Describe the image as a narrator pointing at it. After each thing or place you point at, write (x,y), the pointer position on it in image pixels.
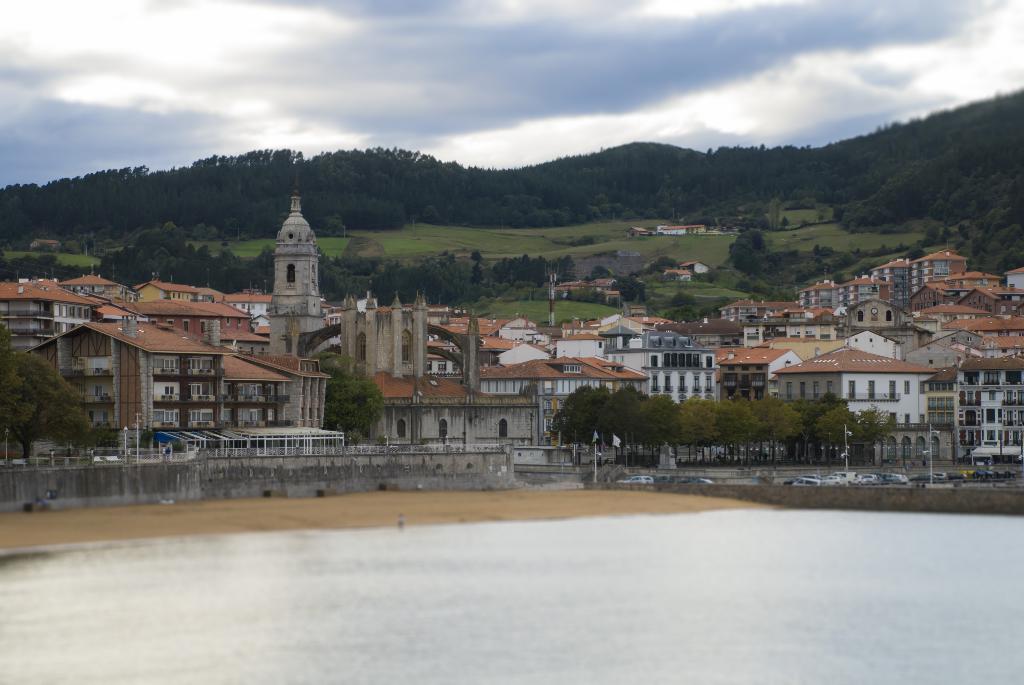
In this image I can see number of buildings (98,417), number of trees (490,194), clouds (455,98), the sky (598,144), number of vehicles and few poles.
